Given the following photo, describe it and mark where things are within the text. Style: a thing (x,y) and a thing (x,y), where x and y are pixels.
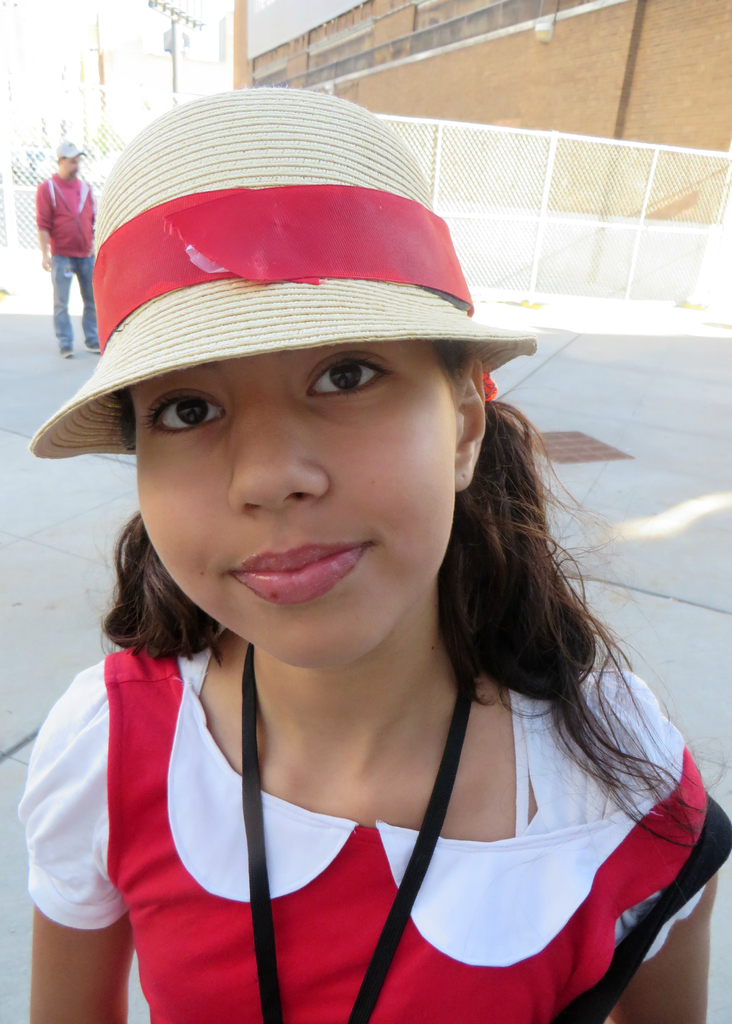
In this picture I can see a person (322,524) with a hat (196,253), there is another person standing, there is wire fence (504,176), and in the background (497,69) it is looking like a building (554,86).
